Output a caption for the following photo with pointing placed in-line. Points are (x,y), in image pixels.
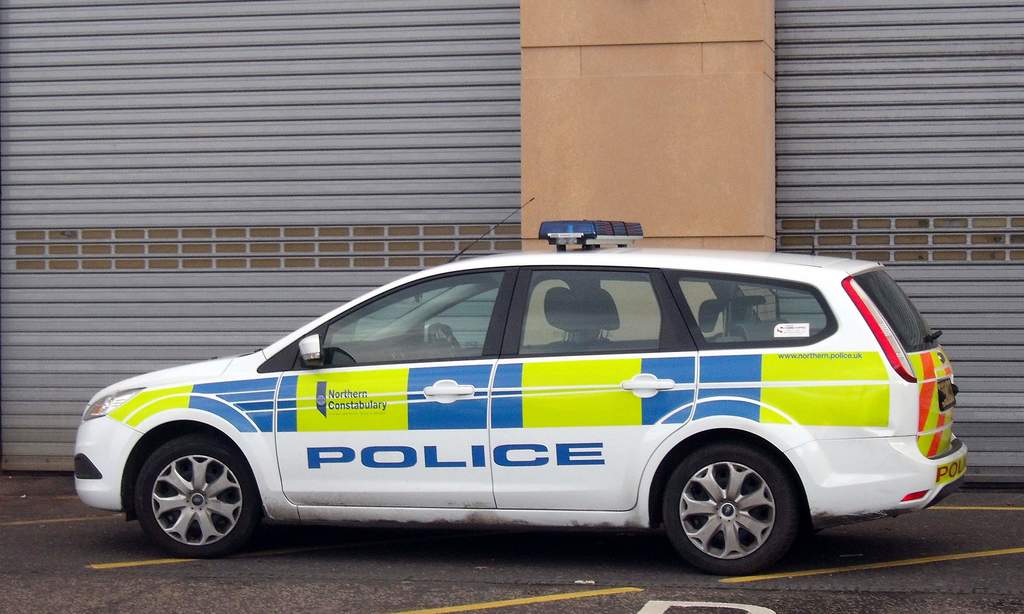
This image is taken outdoors. At the bottom of the image (233,554) there is a road (699,591). In the background (414,165) there is a wall (710,126) and there are two shutters (200,281). In the middle of the image (494,394) a car (400,438) is parked on the road (1,525).
